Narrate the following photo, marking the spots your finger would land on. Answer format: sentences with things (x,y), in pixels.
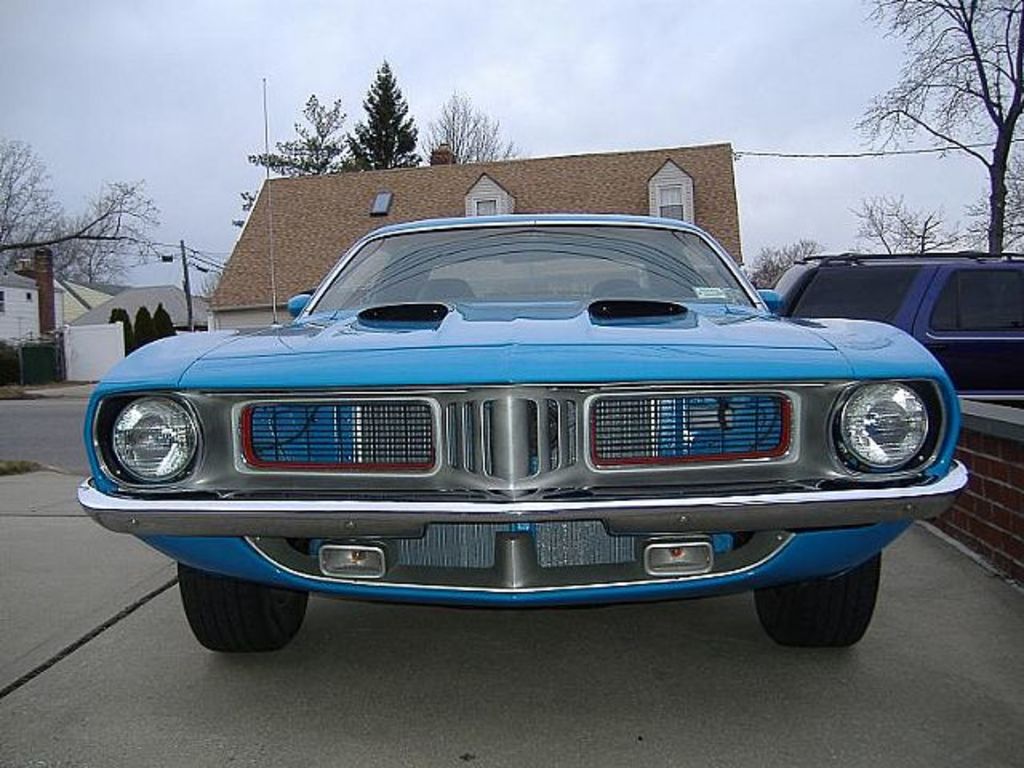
In this image we can see a car (462,430). In the back (44,290) there are buildings (253,230). Also there are trees (84,231) and sky (467,90). On the right side (972,483) there is a brick wall (993,489).
